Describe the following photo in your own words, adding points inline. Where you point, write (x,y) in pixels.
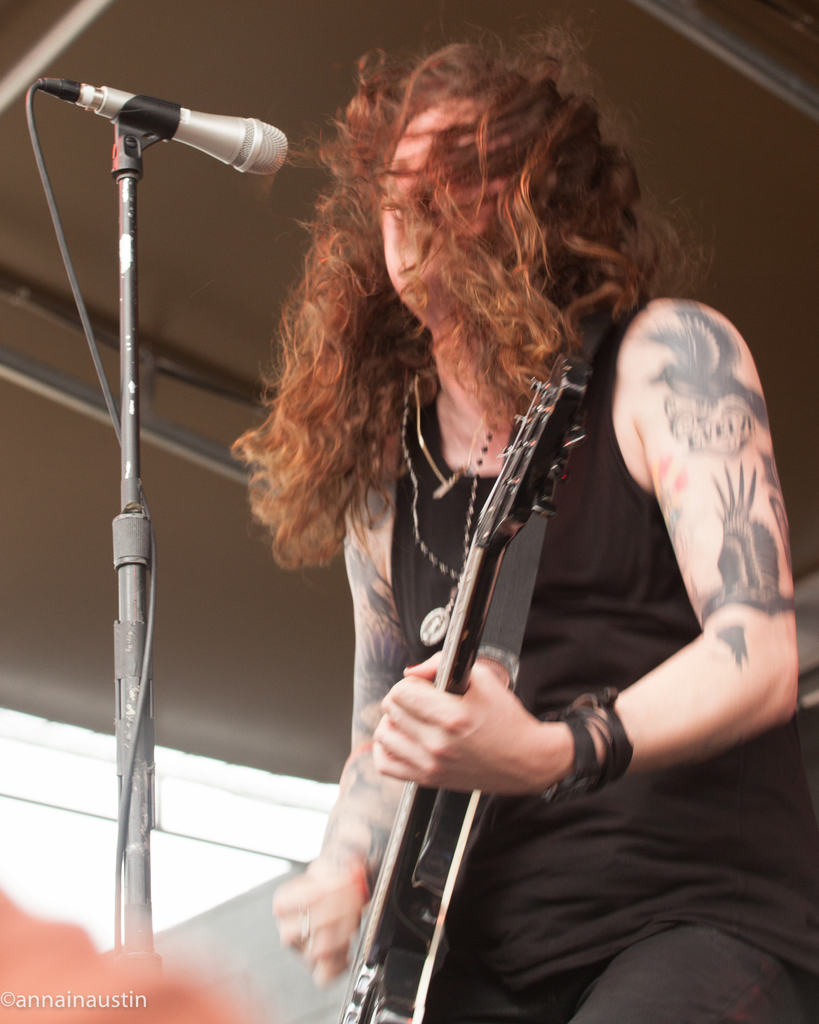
This woman (487,351) is playing guitar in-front of mic (229,134). This is mic holder (114,539). This woman (508,138) wore black t-shirt (568,582). On this woman (395,266) hands (370,787) there are tattoos (368,710).
